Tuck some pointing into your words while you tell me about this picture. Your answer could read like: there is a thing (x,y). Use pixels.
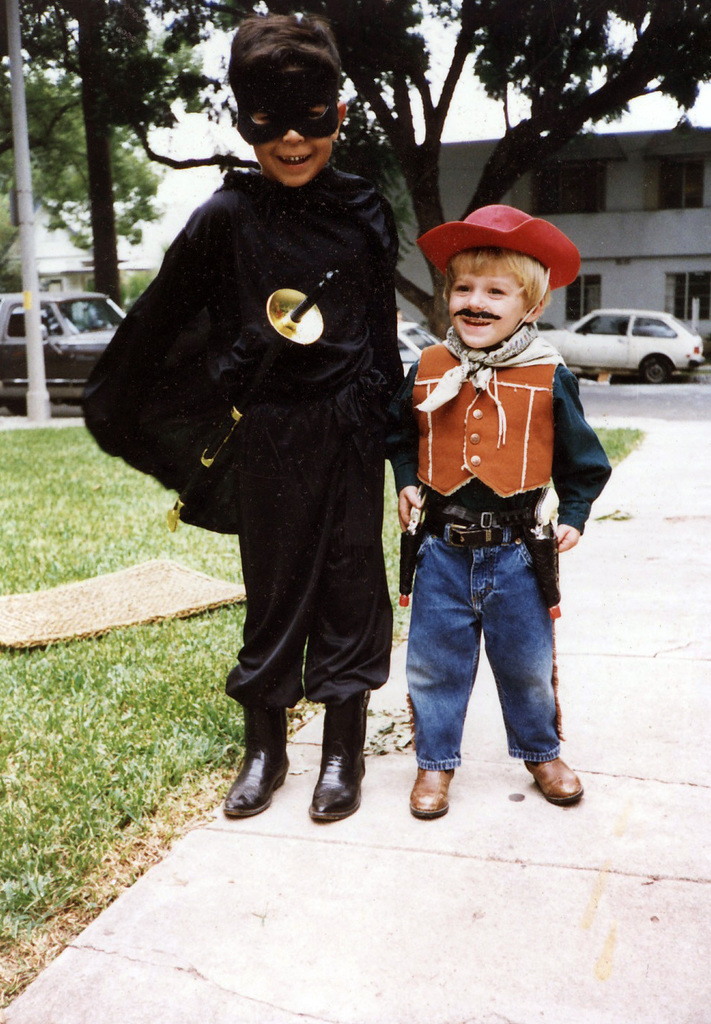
In this image we can see children (370,455) wearing different costumes (443,426) and standing on the floor (367,766). in the background (105,312) there are street poles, motor vehicles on the road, building (628,209), trees (554,115) and sky (491,124).
